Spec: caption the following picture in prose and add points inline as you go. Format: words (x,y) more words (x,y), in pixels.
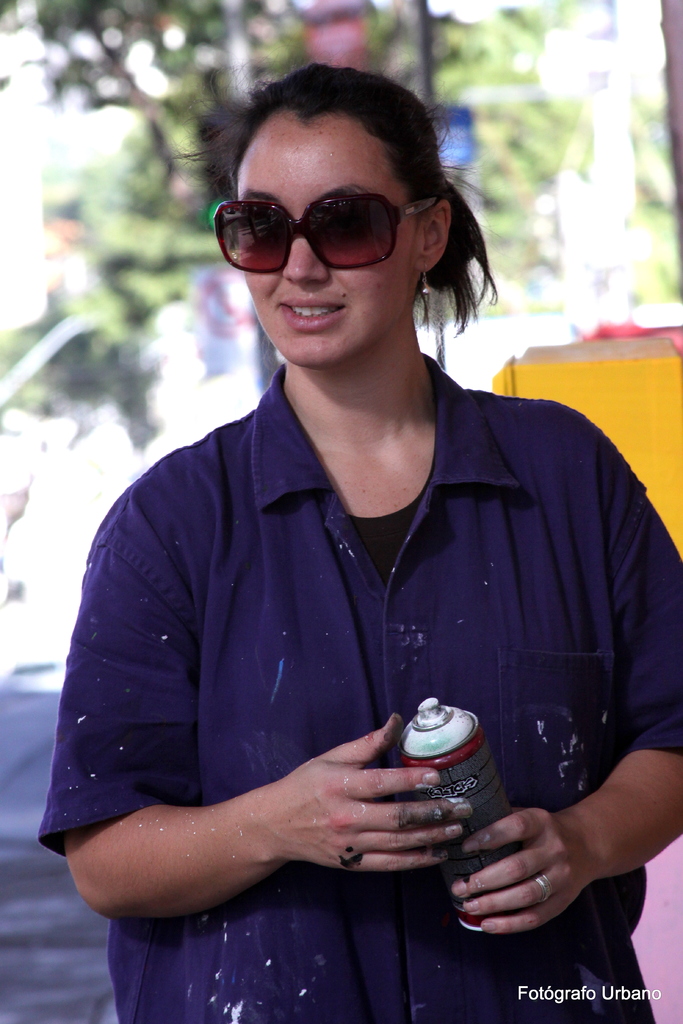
In this image I can see the person (222,566) standing and wearing the navy blue color dress (236,584) and holding the bottle (427,757). She is also wearing the goggles (354,230). In the back (569,375) I can see the yellow color object (512,364) and the trees (178,105) and there is a blurred background (45,147).
